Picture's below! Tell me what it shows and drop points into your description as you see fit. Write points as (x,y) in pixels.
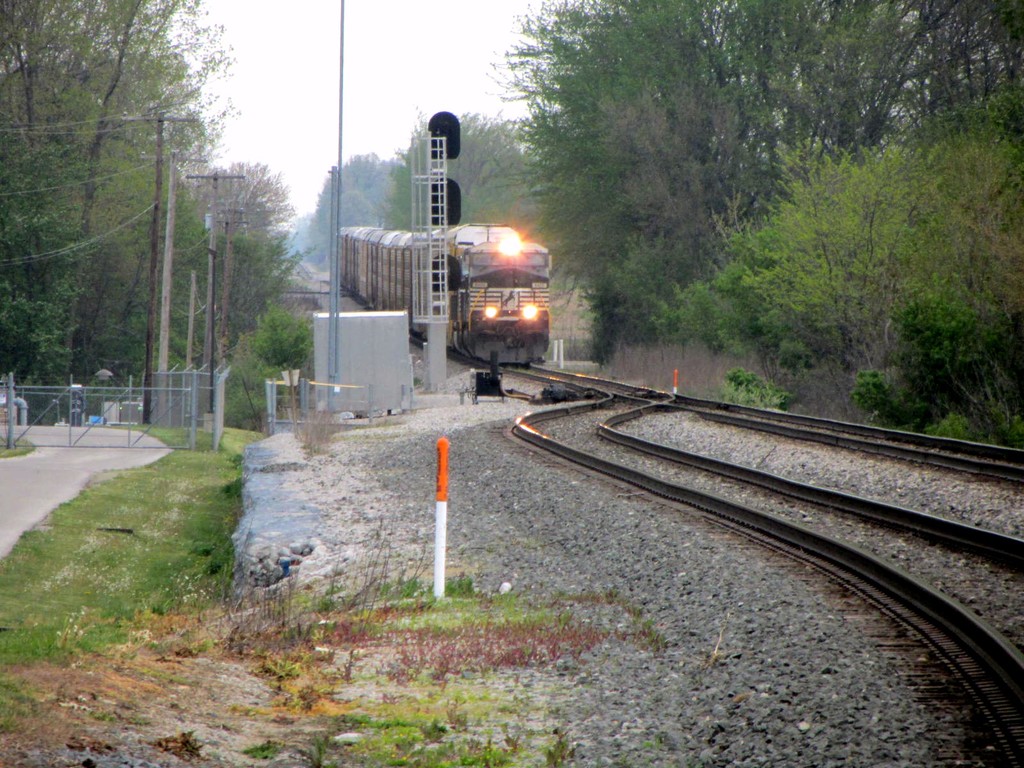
In this picture we can see a train (466,308) on the railway track (603,405). On the left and right side of the railway tracks (733,487), there are marker posts (441,488). On the left side of the image (68,556), there are electric poles (174,188) with cables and there are poles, fencing (83,414), grass (87,536) and a path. On the left (234,231) and right side of the train (398,252), there are trees (417,213). At the top of the image (386,82), there is the sky (327,66). At the bottom of the image (656,709), there are stones (693,724).
